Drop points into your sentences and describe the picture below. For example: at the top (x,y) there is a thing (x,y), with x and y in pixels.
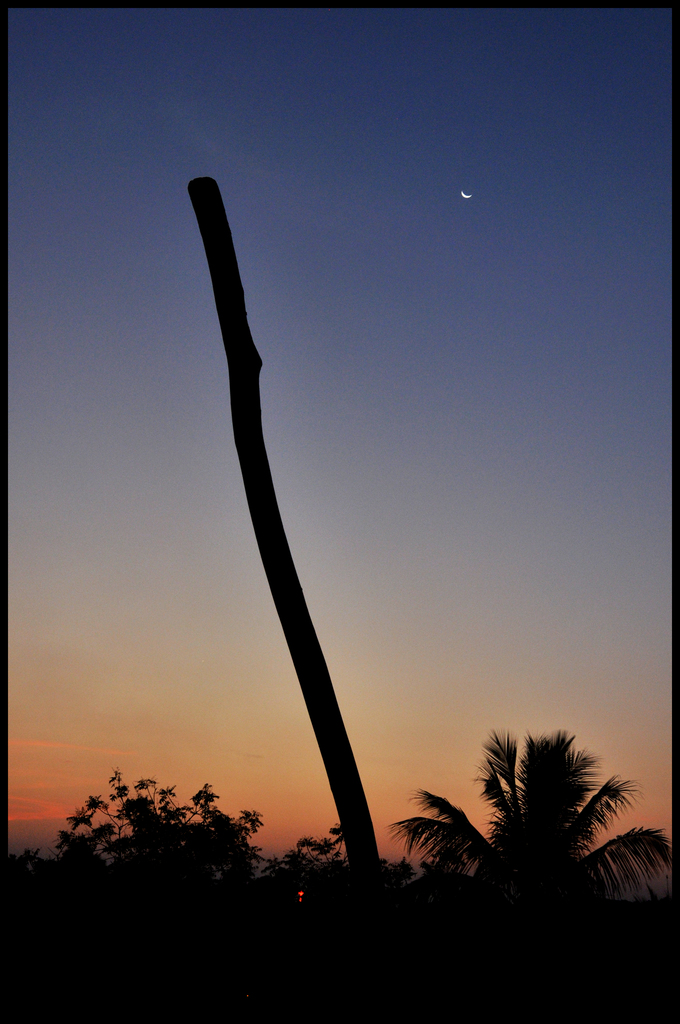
In this image, we can see a pole (308,679). At the bottom (590,834), we can see trees (249,891). Background (199,626) there is the sky (207,541) and half moon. We can see black color borders (3,535) on this image.
